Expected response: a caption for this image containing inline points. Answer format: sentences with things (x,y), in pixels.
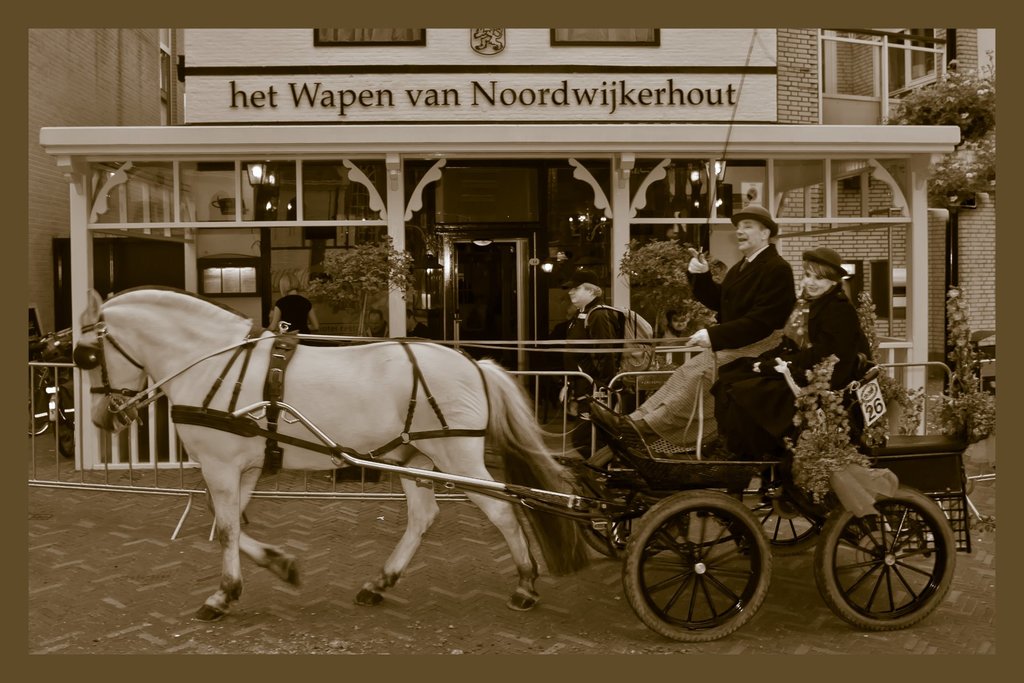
In the image we can see there is a horse cart (753,475) in which two people (786,357) are sitting and at the back (879,319) there is a huge building (375,161) and the image is in black and white colour.
